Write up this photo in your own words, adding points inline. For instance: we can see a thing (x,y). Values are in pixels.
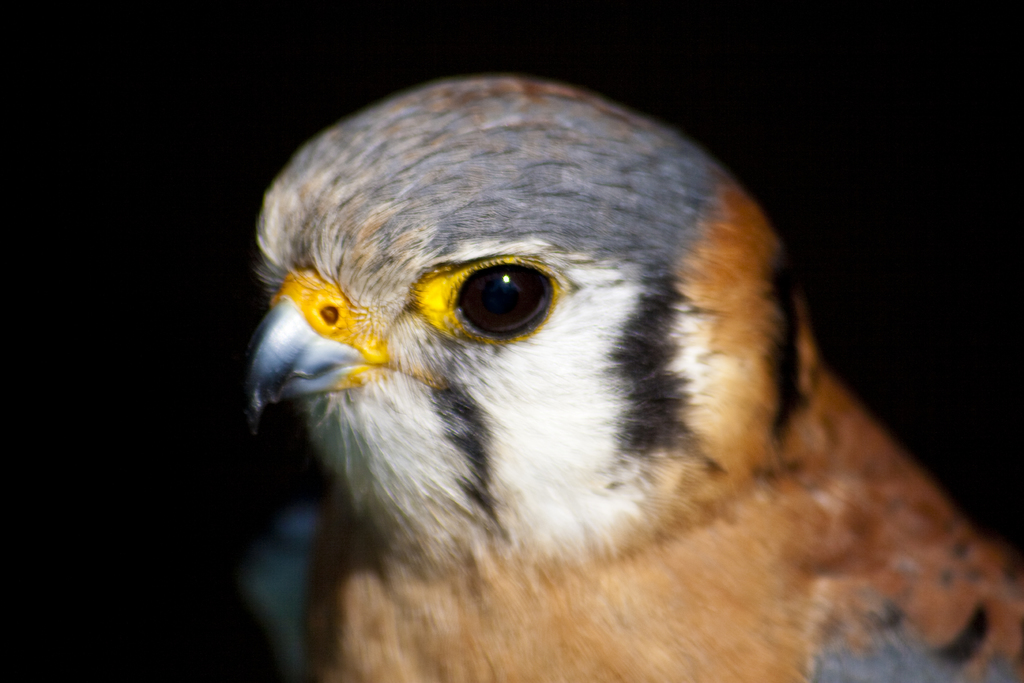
There is a zoom in picture of a bird (521,433) as we can see in the middle of this image (512,261).
